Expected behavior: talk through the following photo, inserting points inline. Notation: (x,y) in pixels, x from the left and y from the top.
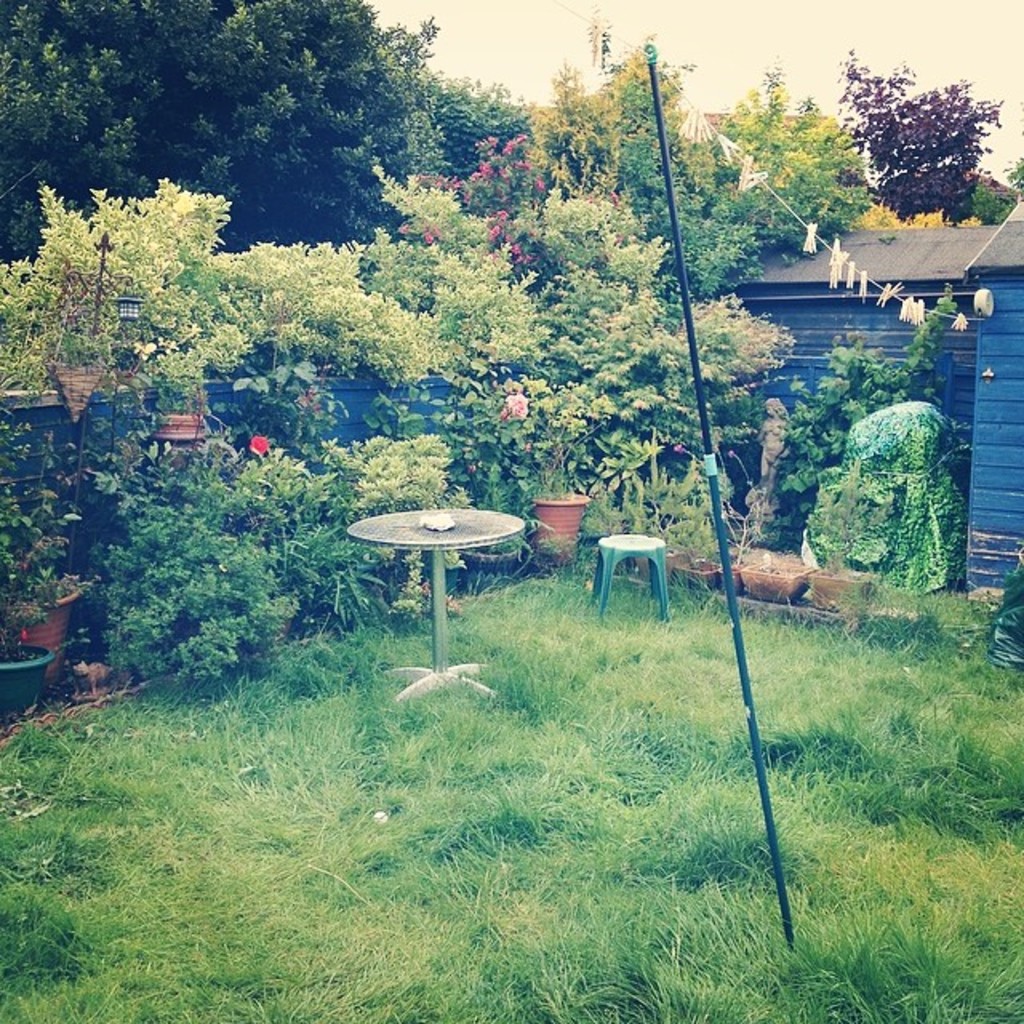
In this picture we can observe some grass (438,787) on the ground (389,787). There is a table (399,670) and a stool (636,552). We can observe some plants (328,466) and trees (203,95). In the background (490,56) there is a sky (689,62).
